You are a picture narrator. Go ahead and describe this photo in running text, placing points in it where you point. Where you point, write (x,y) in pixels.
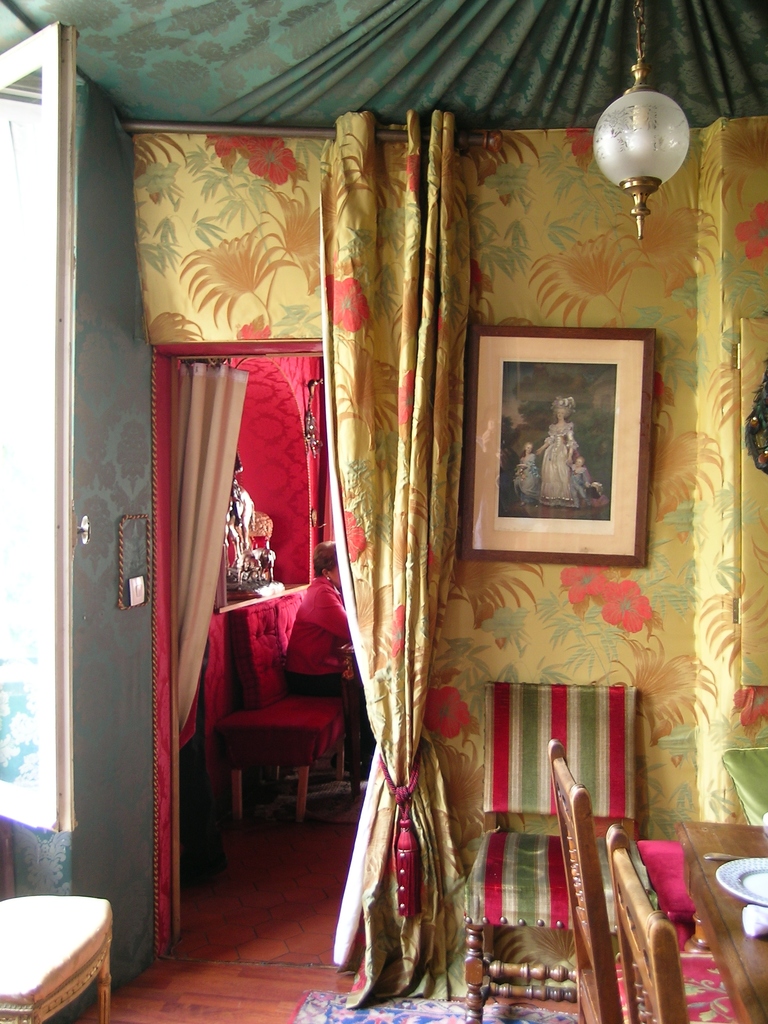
In this image I can see a person (330,587) is sitting on a sofa (321,702), here I can see few chairs (590,781), a table (699,865) and a plate (765,868) on it. I can also see a curtain (452,381) and a frame (590,450) on this wall (728,491).
